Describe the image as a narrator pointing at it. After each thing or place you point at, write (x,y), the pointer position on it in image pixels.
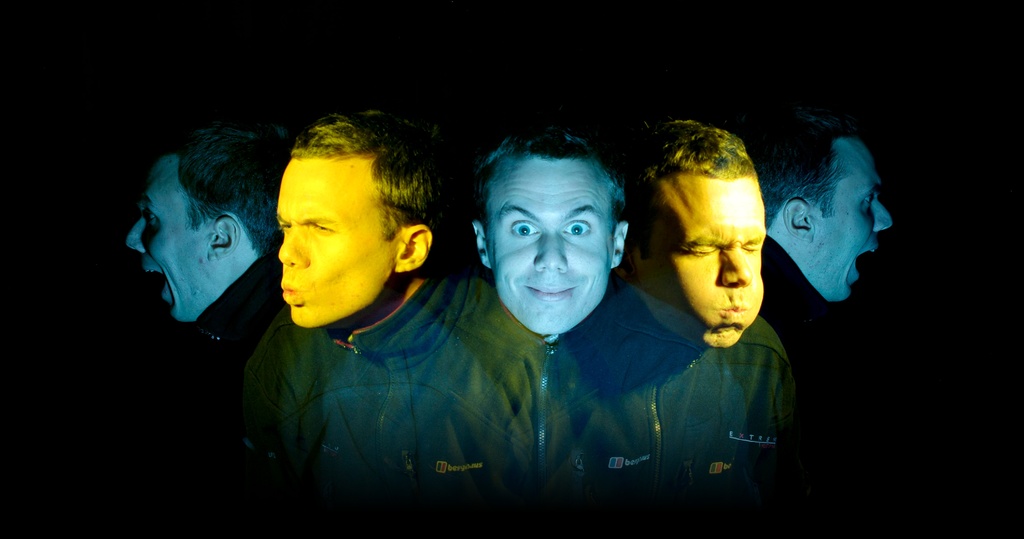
It is an edited image. In this image we can see the different facial reactions (376,232) of a person (710,264).
